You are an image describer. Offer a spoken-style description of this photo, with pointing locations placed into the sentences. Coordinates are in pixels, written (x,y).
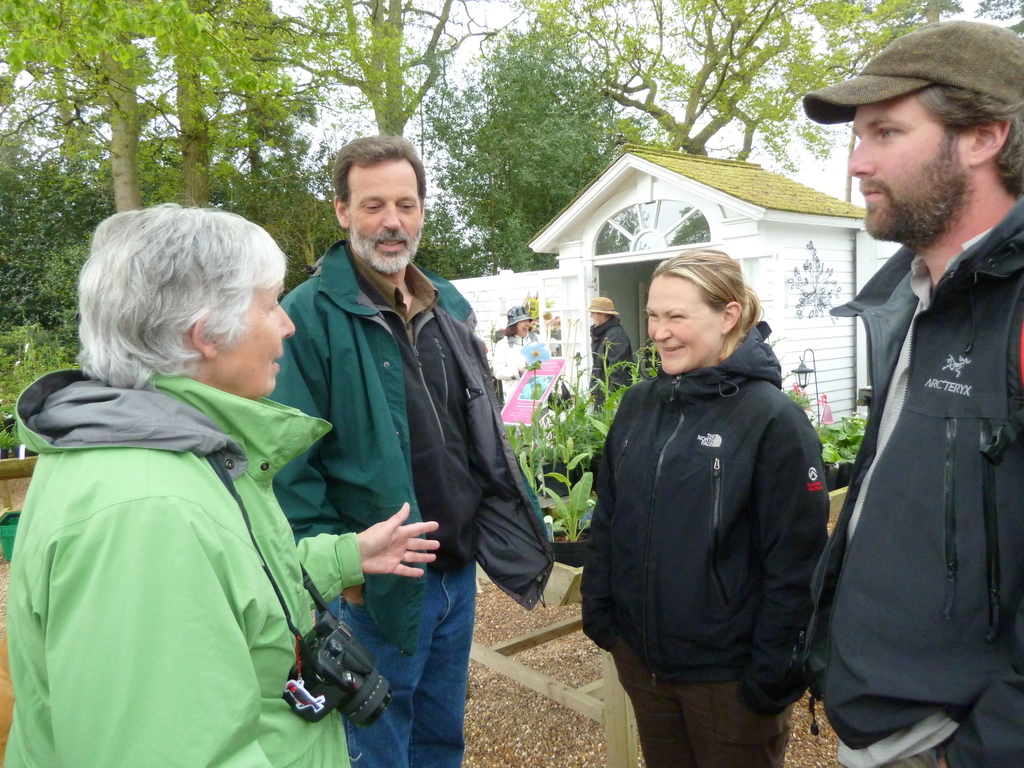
In this image we can see sky (457,83), trees (404,108), building (588,263), people (353,351) standing on the ground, information board (531,398), camera (351,629), street light (802,373) and plants (535,461).
